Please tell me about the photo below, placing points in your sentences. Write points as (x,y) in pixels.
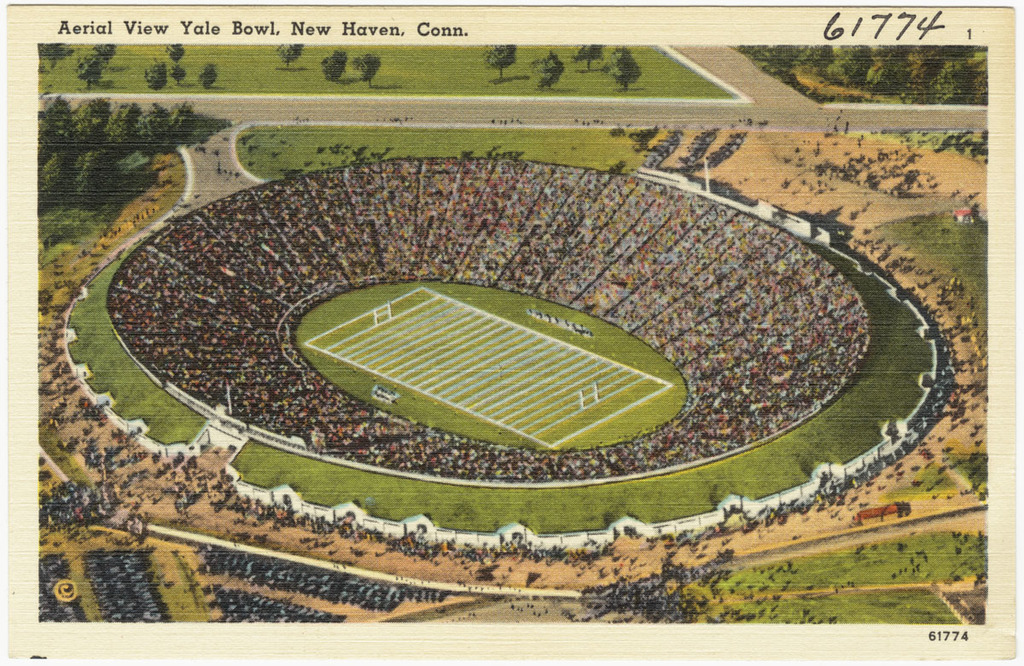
This image consists of a paper (487,464) in which there is a picture (468,330) of a stadium (468,330). To the left (87,205) and right, there are trees (99,208).
